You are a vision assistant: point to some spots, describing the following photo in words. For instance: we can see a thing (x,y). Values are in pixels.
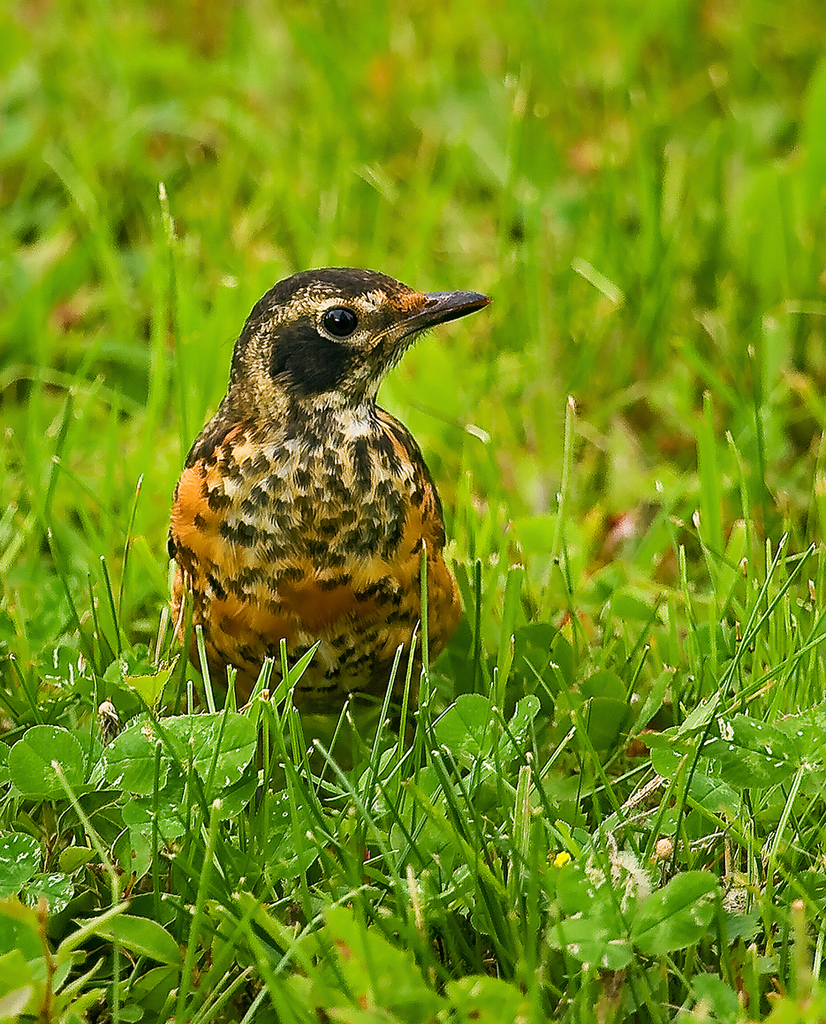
In this image, we can see a bird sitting on the grass (626,240) and we can see some green leaves (148,978).
